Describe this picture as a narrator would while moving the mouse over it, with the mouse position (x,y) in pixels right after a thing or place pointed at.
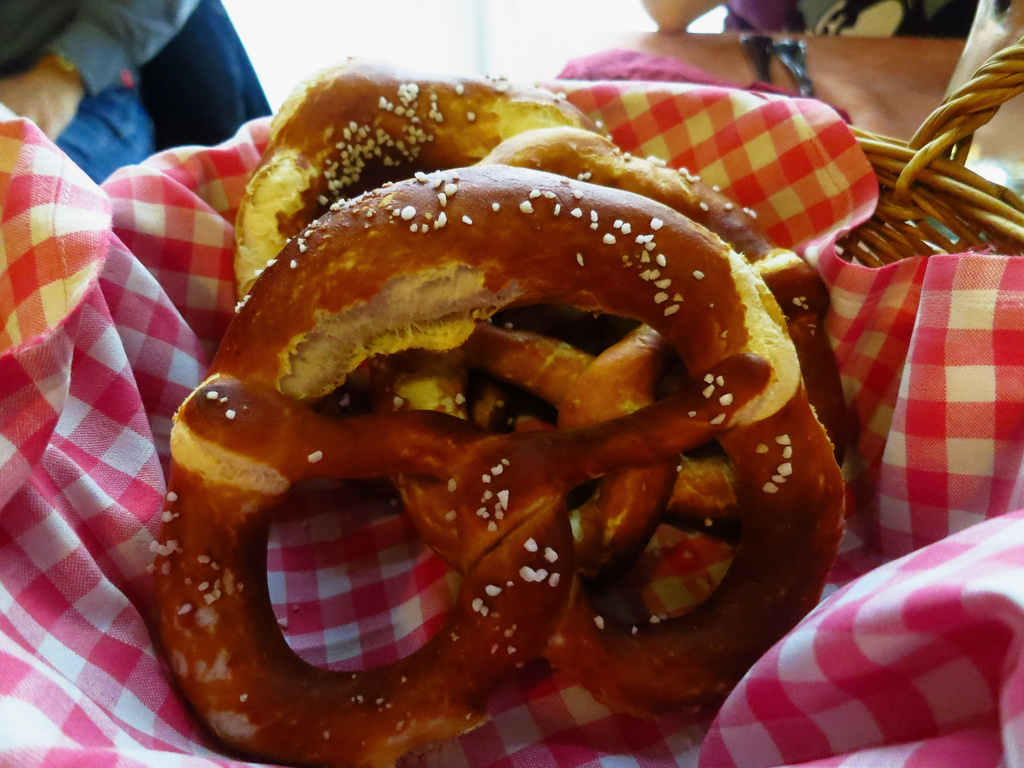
In this picture we can see food items (479,108), cloth (84,257) in a basket (902,224) and in the background (117,25) we can see two people (171,36).
